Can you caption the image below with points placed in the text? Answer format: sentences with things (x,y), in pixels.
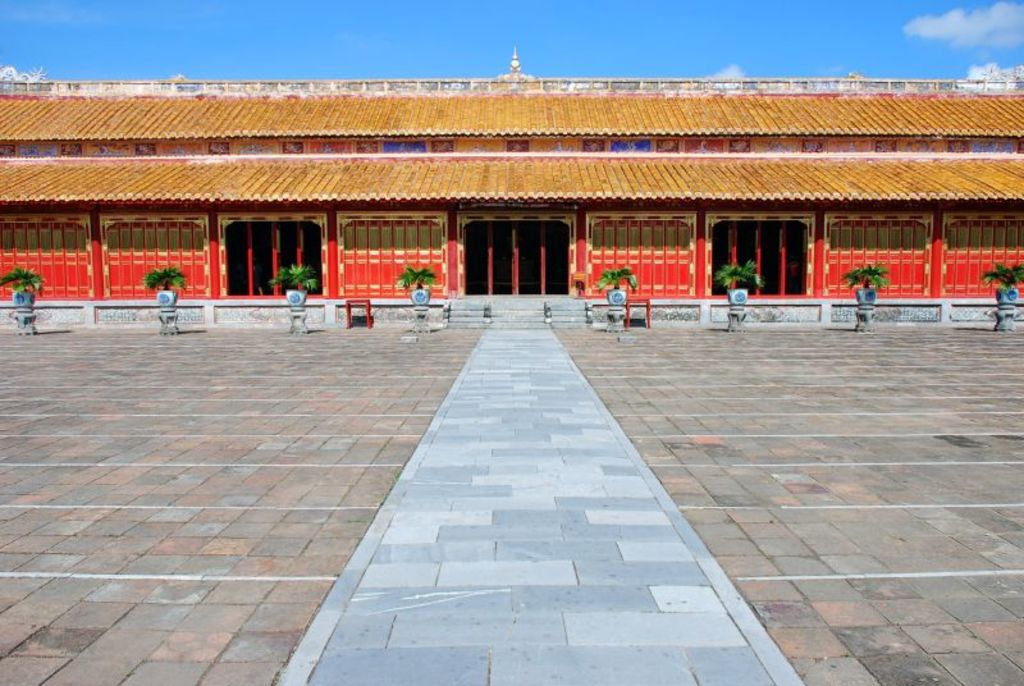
In this picture I can see a building (479,204), there are flower pots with plants (863,268) on the stools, and in the background (688,51) there is sky (569,43).
